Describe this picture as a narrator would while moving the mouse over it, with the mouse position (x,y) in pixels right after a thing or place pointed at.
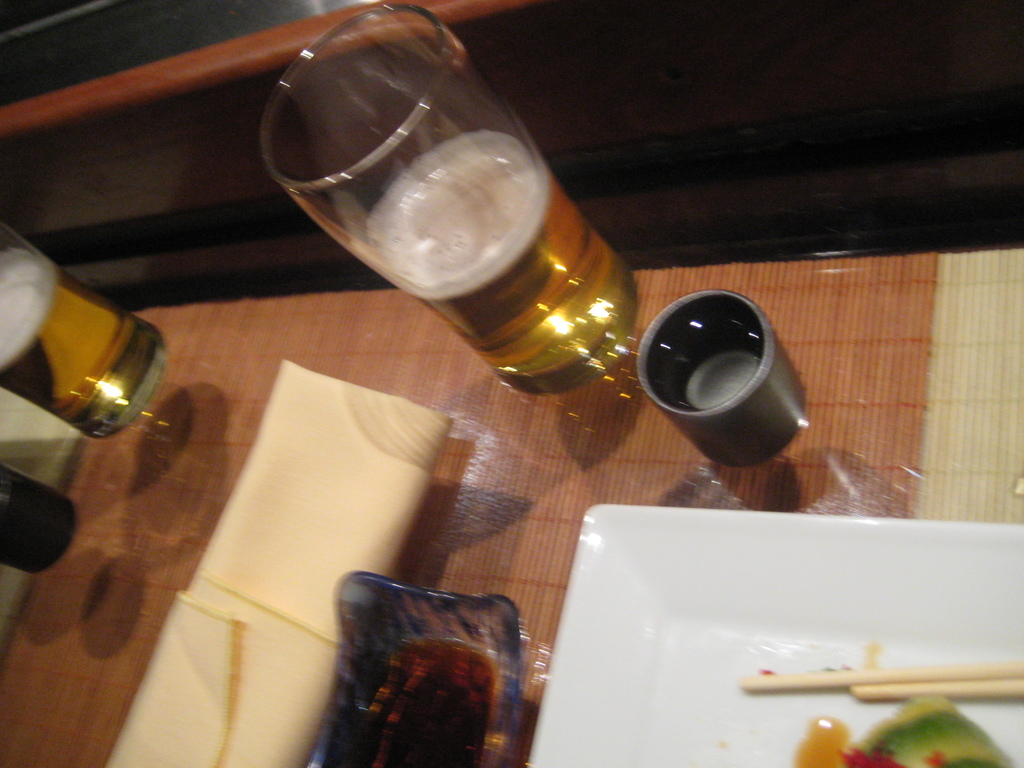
In this picture there are two glasses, bowl (358,644), food (830,729) in the plate (693,681), two chopsticks (861,693) in the plate (817,654). There is a table (90,580) and a cream cloth (226,636) on the table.
